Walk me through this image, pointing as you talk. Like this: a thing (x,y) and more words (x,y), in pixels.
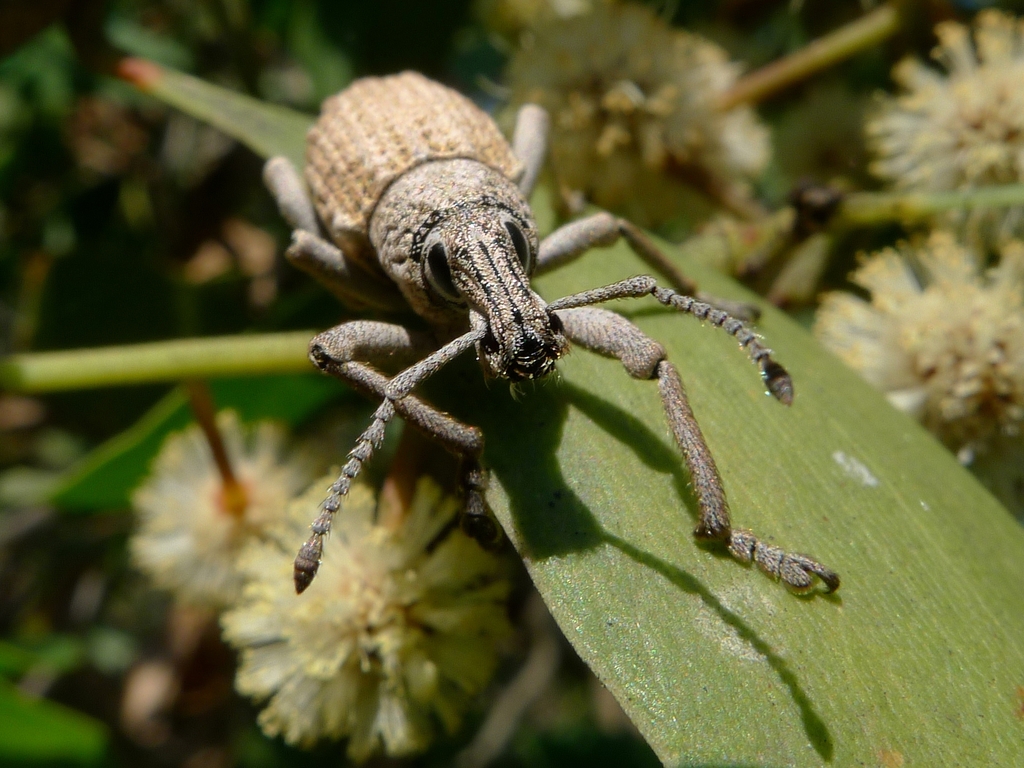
In the center of the image (681,502) we can see one leaf (650,439). On the leaf (625,420), we can see one insect (616,352), which is in cream and black color. In the background (935,162) we can see plants (310,478), flowers (289,522) and a few other objects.
